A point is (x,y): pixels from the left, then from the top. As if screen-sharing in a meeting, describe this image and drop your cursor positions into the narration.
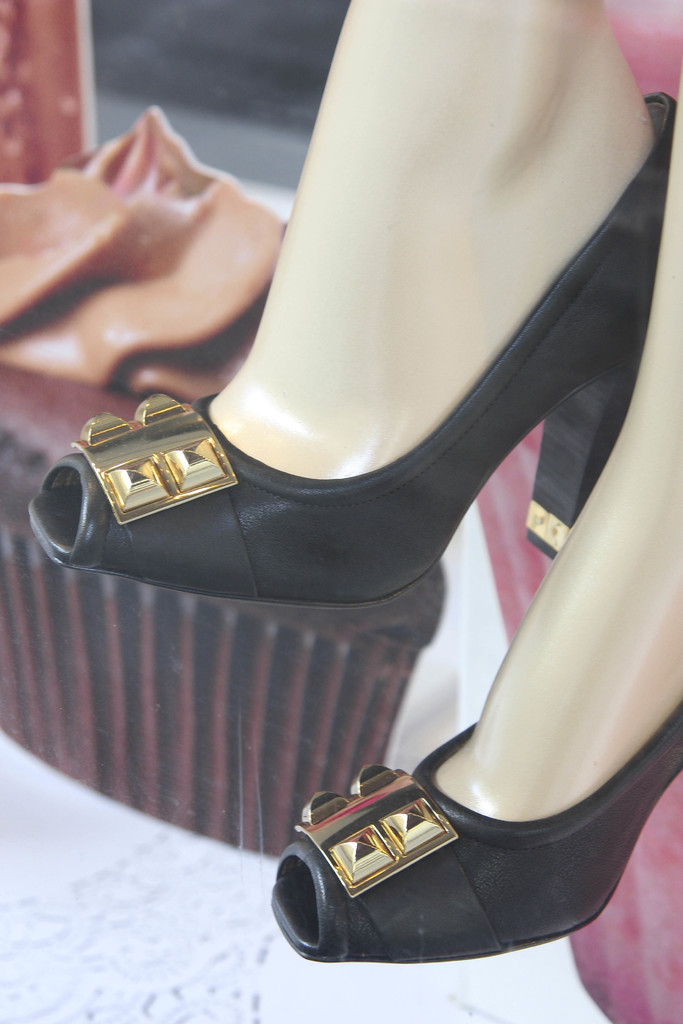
The picture is focused on this sandals (425,500). The sandals (406,793) are in black and gold color. Women (603,635) wore this sandals (456,748). Background (149,210) there is a muffins (136,281) with a cream (109,285).
